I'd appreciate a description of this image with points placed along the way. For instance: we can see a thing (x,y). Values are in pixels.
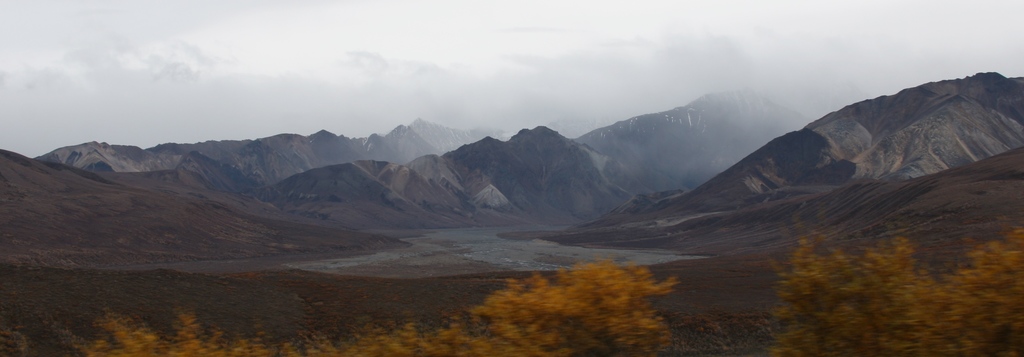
In this image we can see a mountains (519,171) and there is a river (506,260) passing between the mountains (581,223). we can see a cloudy sky (952,60) and also there are some trees (784,314).
